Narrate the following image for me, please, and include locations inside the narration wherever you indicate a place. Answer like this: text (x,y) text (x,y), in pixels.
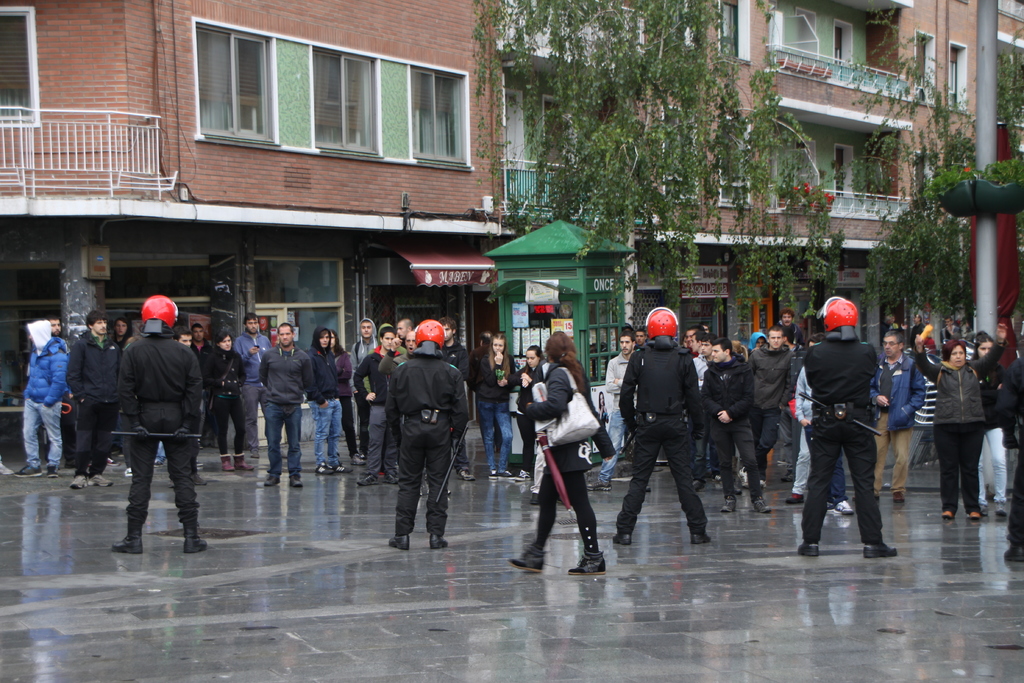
In this image I can see number of people (119,404) are standing. I can see few of them are wearing red colour helmets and I can see most of them are wearing jackets (172,361). In the background (694,236) I can see few trees (760,190), a building (490,159), windows (441,81) and here I can see a pole (993,30).
